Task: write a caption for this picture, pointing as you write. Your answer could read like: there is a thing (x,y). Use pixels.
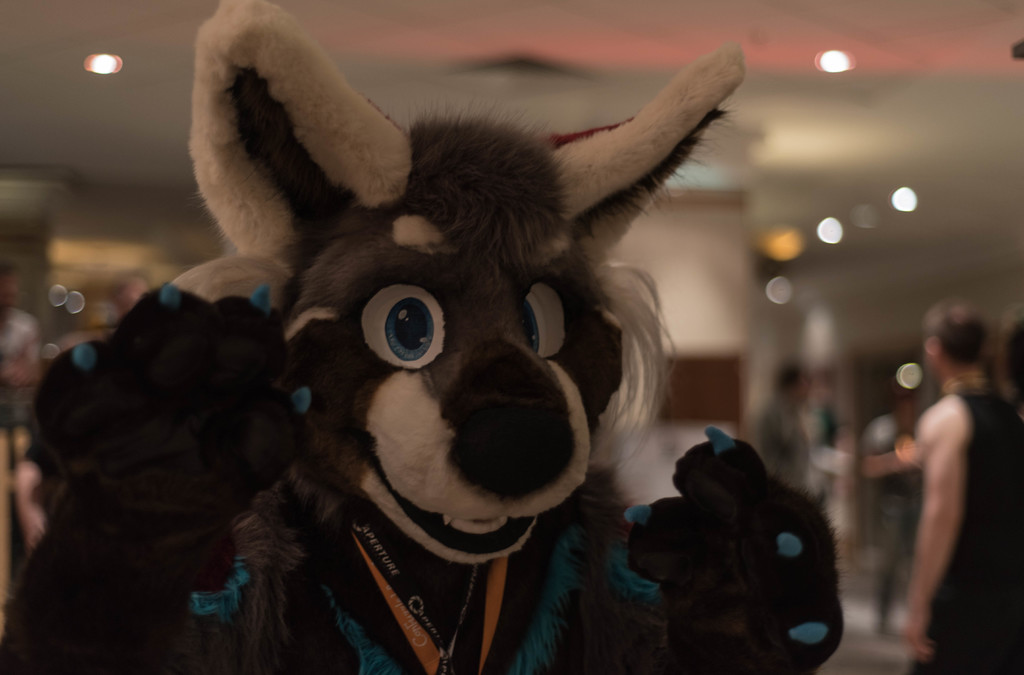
Here we can see a mascot (350,451). In the background (964,674) the image is blur but we can see lights (902,197) on the roof top (25,25) and few people (824,461) standing on the floor (891,670).
